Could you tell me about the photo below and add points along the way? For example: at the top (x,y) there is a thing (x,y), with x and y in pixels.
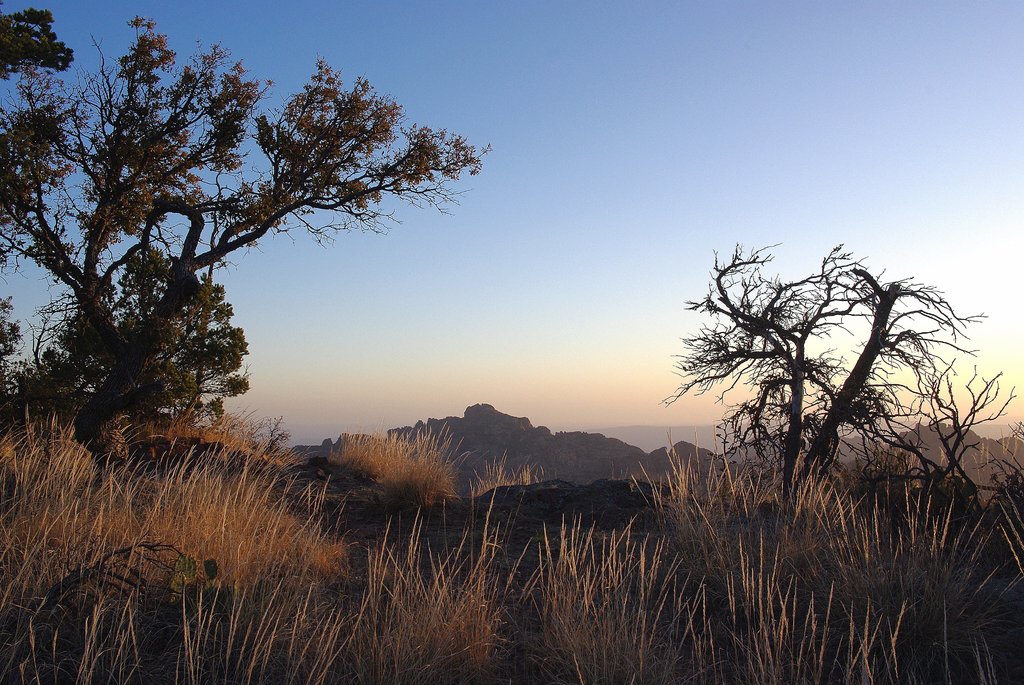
In this image I can see the sky (419,270) and tree (197,329) and grass (195,526) and the hill (492,446).
